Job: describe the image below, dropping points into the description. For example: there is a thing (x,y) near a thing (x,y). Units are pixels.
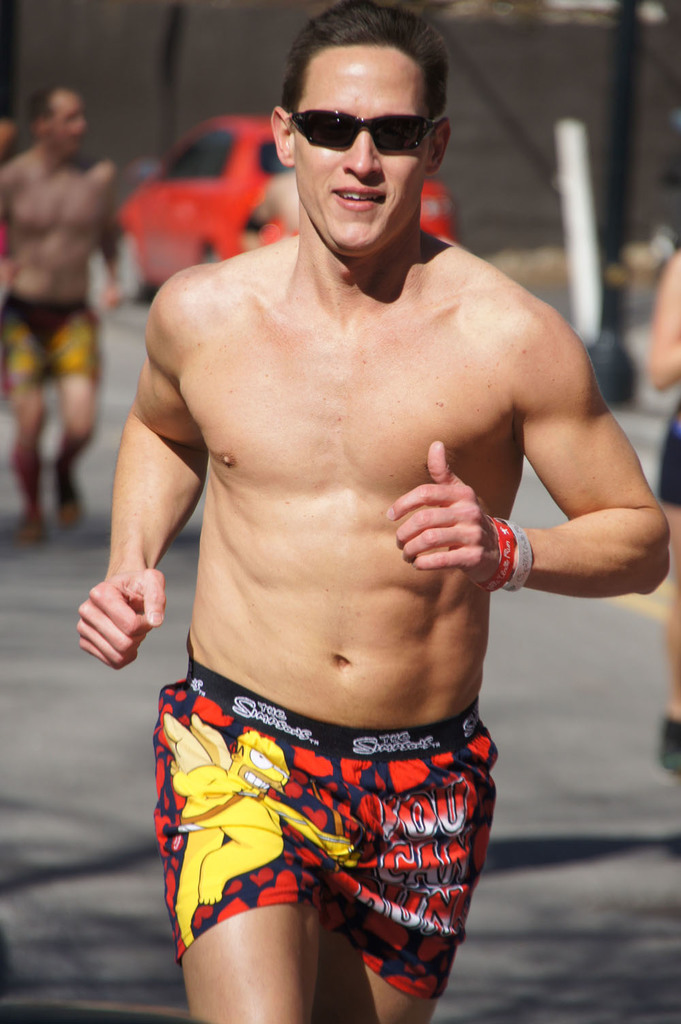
In this image we can see a man (331,650) running. In the background (228,243) there is a car (196,253) and we can see people (663,343). There are poles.
